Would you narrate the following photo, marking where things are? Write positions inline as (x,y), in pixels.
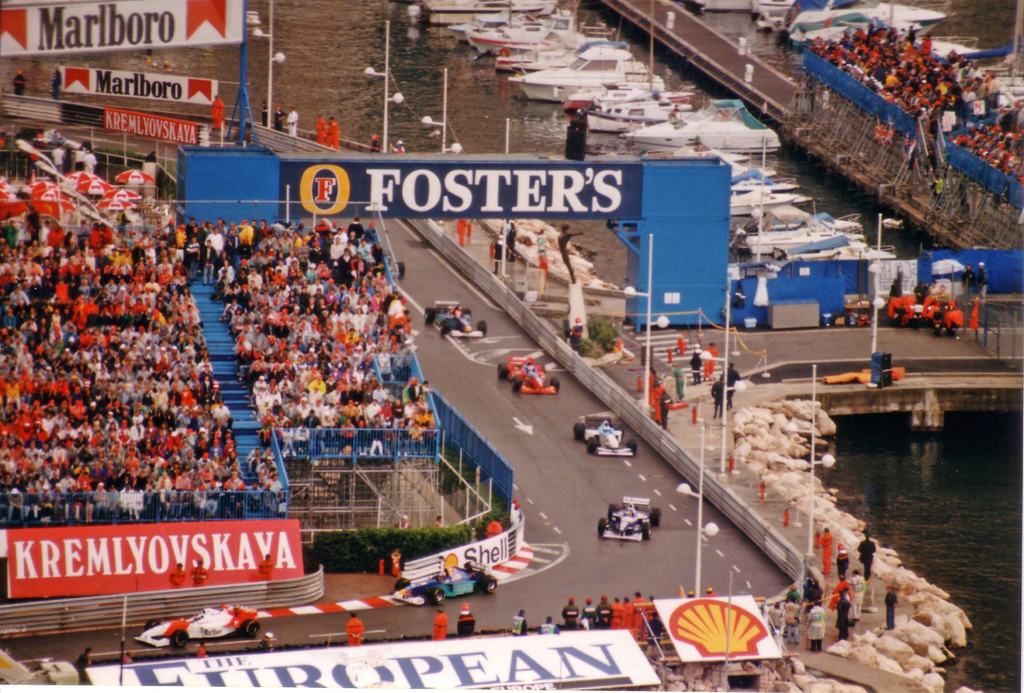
In this image there are a few racing cars (598,452) on the track (568,482), to the left of the cars (461,335) there are few spectators (259,347) watching, to the right side of the cars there are a few people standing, beside them there are few boats (653,140) on the water (863,415) and there is a bridge (846,409), on the other side of the bridge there are few other people (833,41).
